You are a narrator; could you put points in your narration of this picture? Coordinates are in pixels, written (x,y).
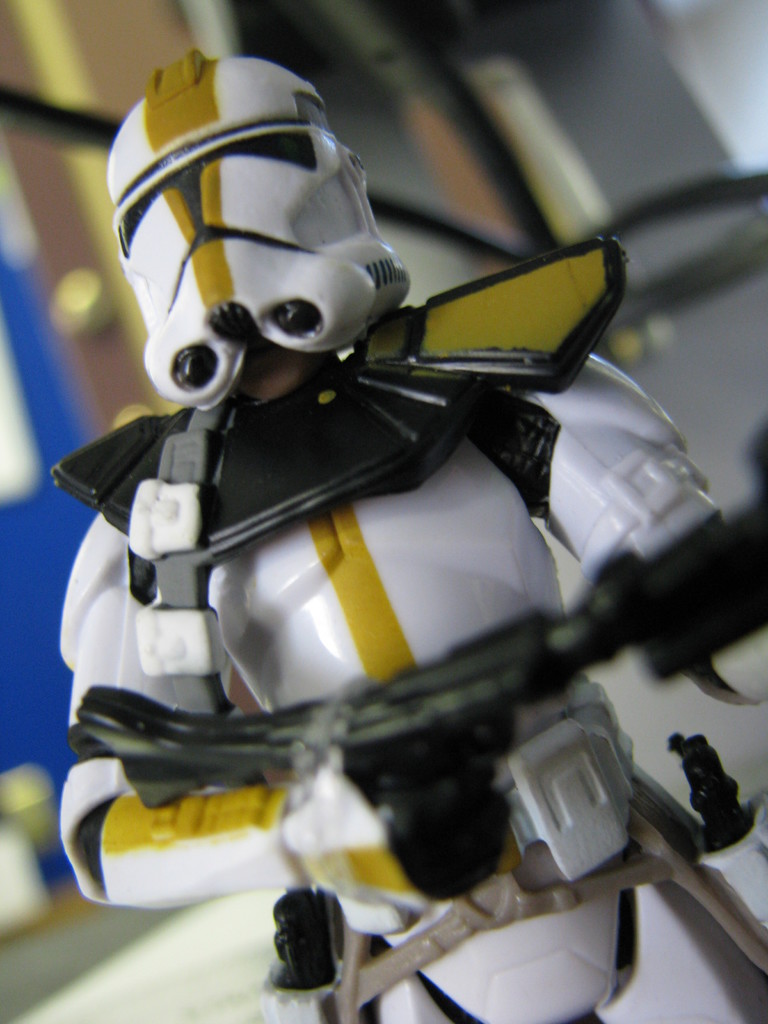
In this image, there is a white color toy (519,932) holding a black color object (539,699).
